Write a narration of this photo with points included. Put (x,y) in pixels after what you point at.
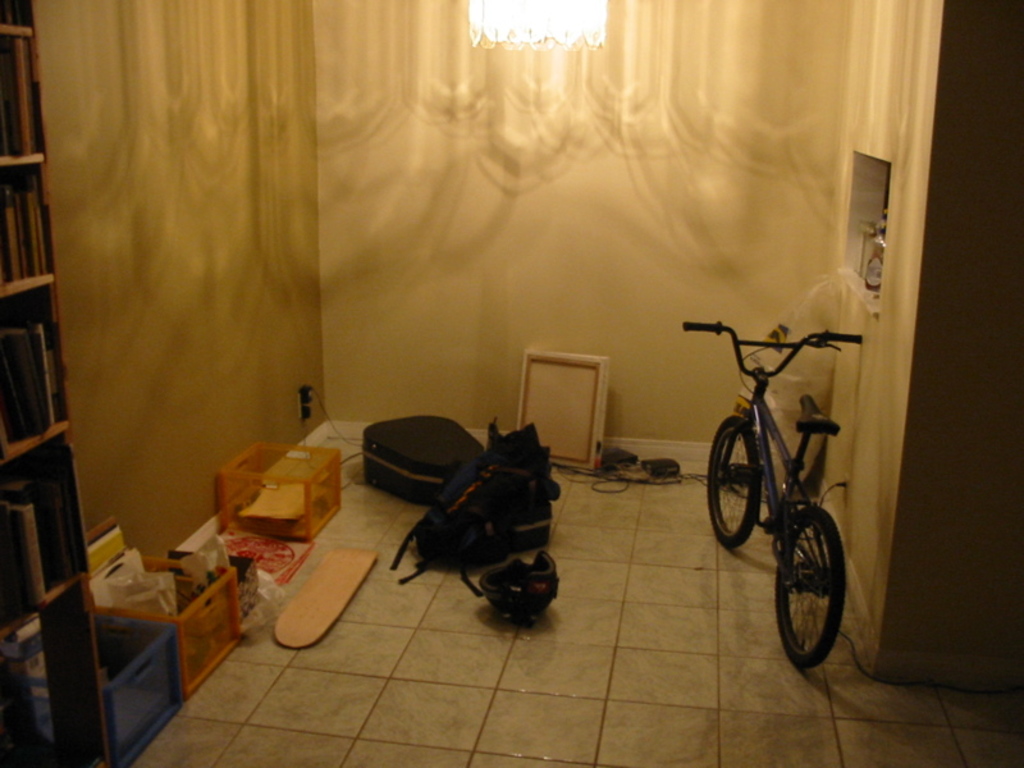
In this image there are bags (415,497) and trays (158,642) on a floor (633,620) and there is a cycle (755,496), in the background (468,90) there is a wall (825,158), at top (526,32) there is a light (523,47), on the left side (28,610) there is a rack (63,372) in that rack (70,665) there are books (2,197).
